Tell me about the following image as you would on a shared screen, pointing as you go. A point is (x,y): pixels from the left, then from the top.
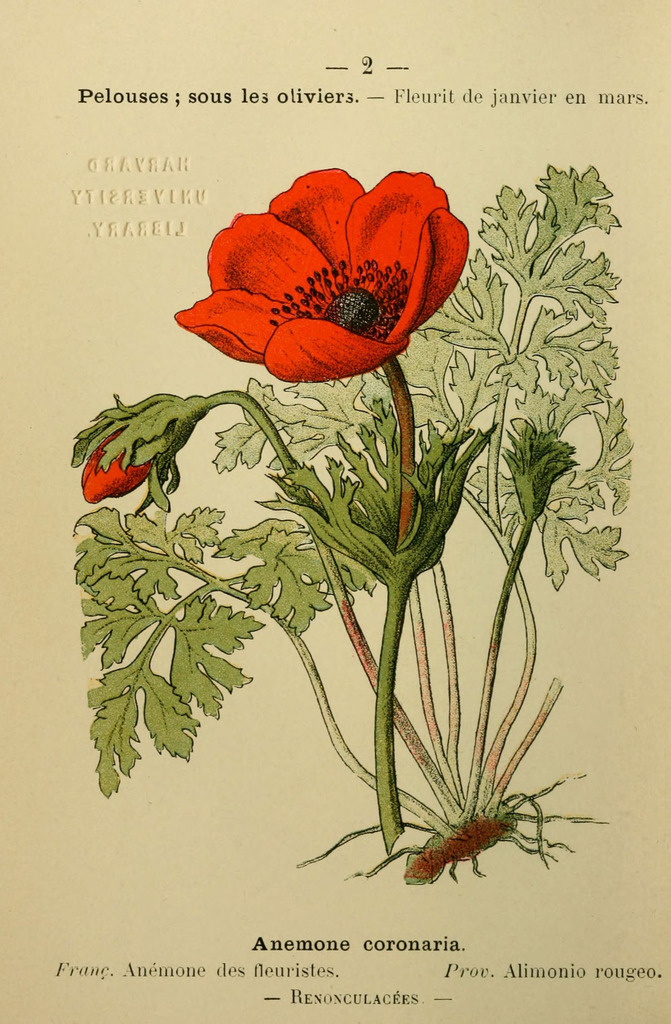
In the picture I can see painting (347,580) of flowers (280,333) and plants (360,588). The flowers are red in color. I can also see something written on the image.
